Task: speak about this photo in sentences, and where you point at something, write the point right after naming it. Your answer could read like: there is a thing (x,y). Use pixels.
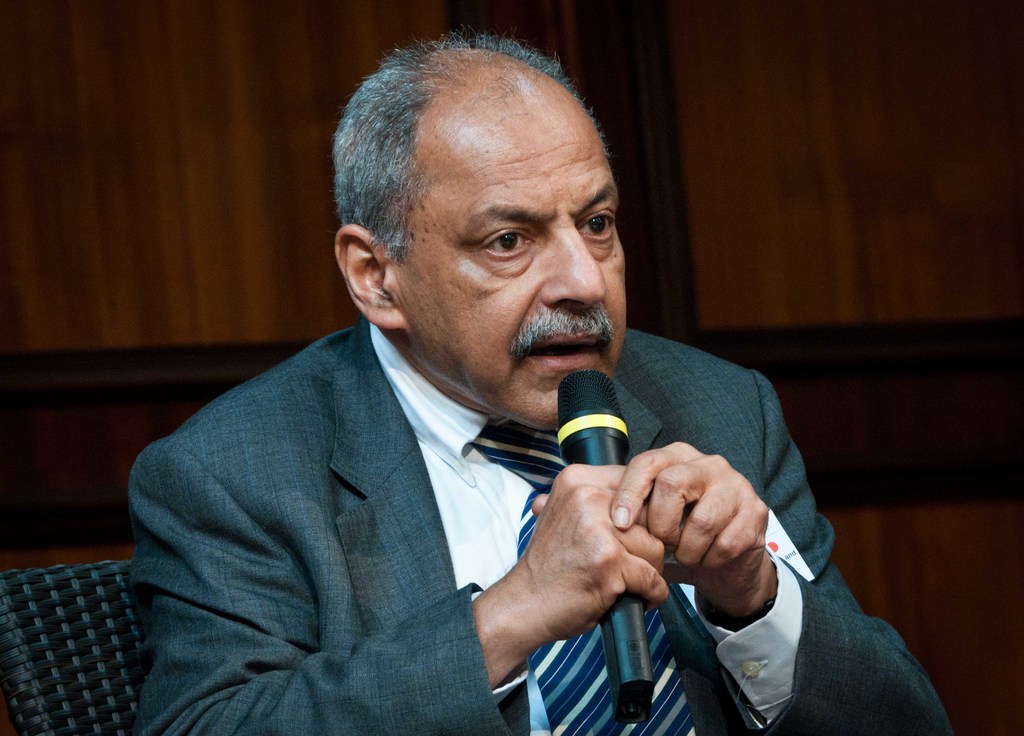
He's sitting on a chair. He's holding a mic (579,435).
